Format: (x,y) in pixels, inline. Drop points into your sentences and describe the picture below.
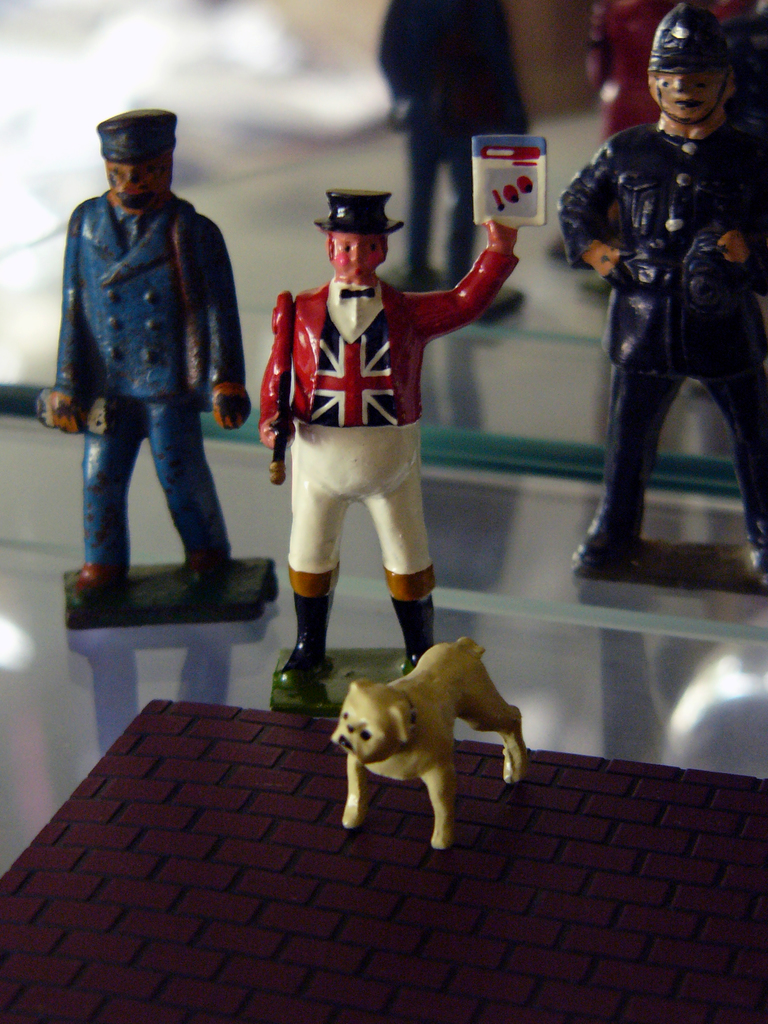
In this image, we can see human toys (142,302) are on the glass (199,670). Background (234,249) there is a mirror (355,46). Here we can see reflections (120,694). At the bottom (144,959), we can see brown color object (290,969). On top of that there is a dog toy (409,754).
